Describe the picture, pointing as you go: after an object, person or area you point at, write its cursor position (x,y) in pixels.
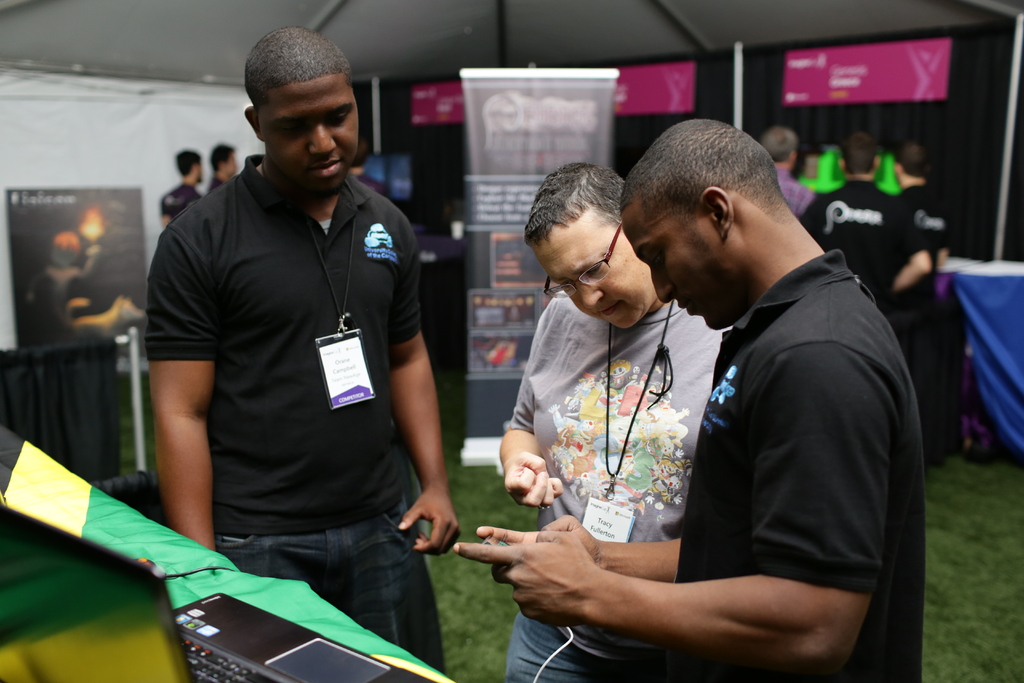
In this picture we can see three person (308,292) in the image. In front (567,584) we can see a man (780,454) wearing black color t- shirt (780,475) standing and holding mobile phone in the hand (591,577) and doing something. Beside we can see two person (603,436) watching in the phone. In front (116,609) bottom side we can see black laptop (165,640) placed on the green color cloth (295,606). In the background (543,92) we can see two roller banner (477,303) on the ground (452,653).
